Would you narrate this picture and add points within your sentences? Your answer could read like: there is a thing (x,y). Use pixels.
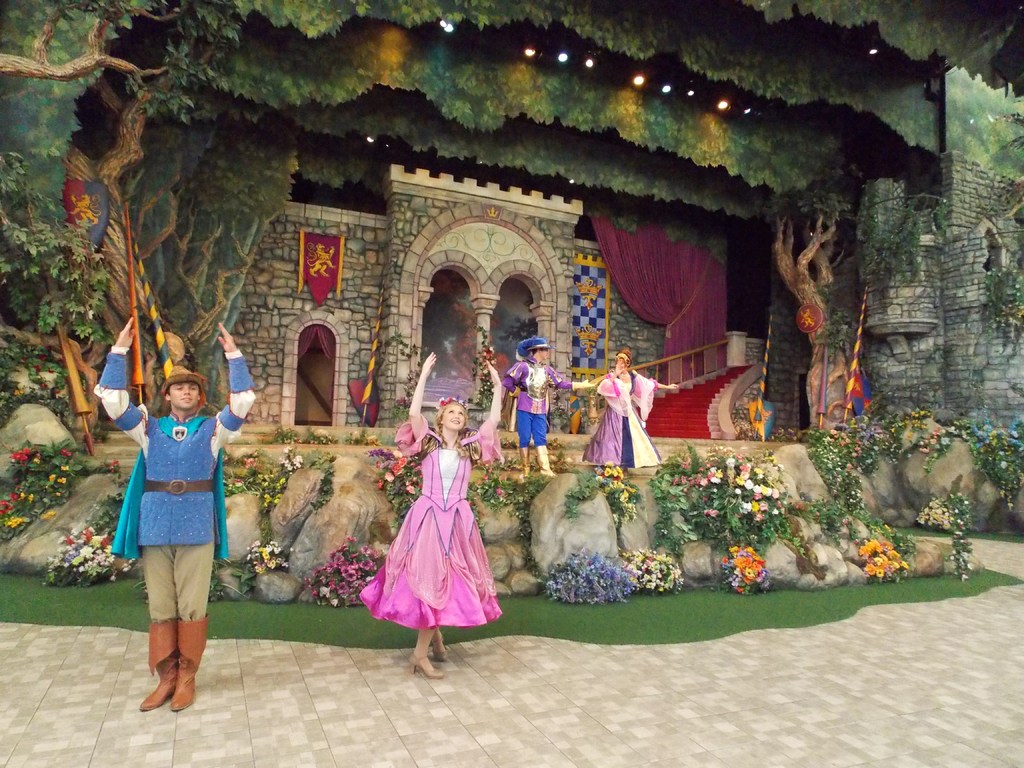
In this picture I can see four performers (157,583), the men (158,563) and women (470,541). Beside them I can see the plants (94,540), flowers (342,591) and grass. In the background (365,297) I can see the arch (547,303) and monument design (560,305). At the top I can see the focus lights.
